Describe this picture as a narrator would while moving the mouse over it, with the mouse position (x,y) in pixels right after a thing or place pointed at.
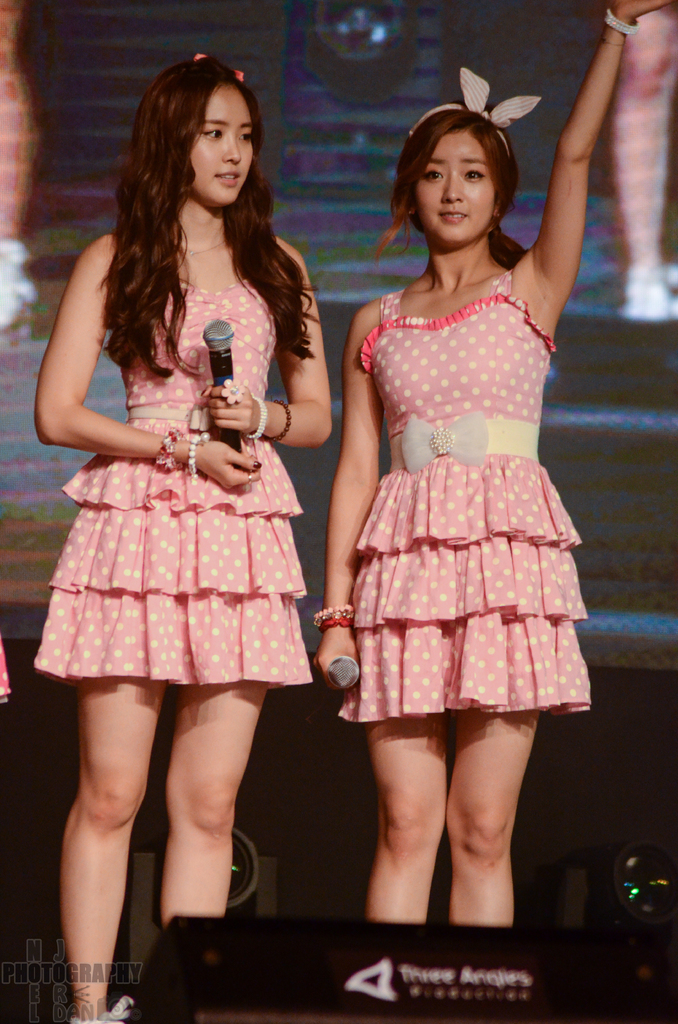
In this image there are two persons (392,653) wearing similar dress (413,448) standing on the stage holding microphone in their hands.
